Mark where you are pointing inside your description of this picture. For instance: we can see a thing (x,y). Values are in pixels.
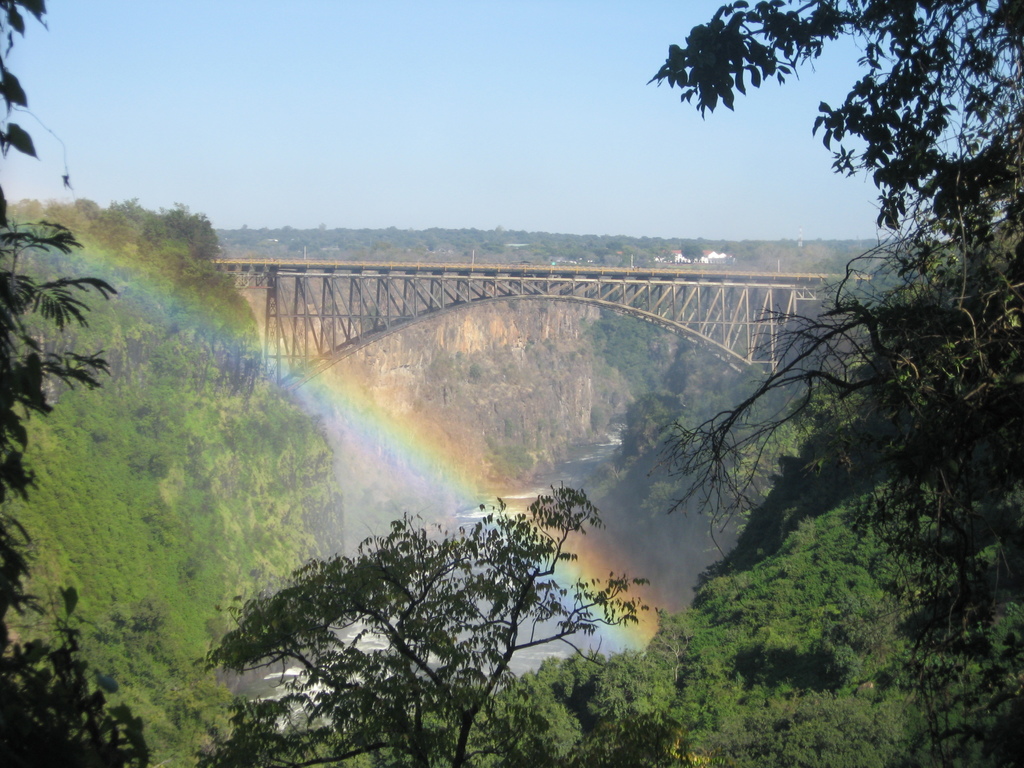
In this image at the bottom (439,650) we can see the trees (604,671). In the background (241,573) we can see trees (236,423) on the cliff (364,412), water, rainbow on the left side (322,364), bridge (692,273), houses (662,260) and sky (309,71).
